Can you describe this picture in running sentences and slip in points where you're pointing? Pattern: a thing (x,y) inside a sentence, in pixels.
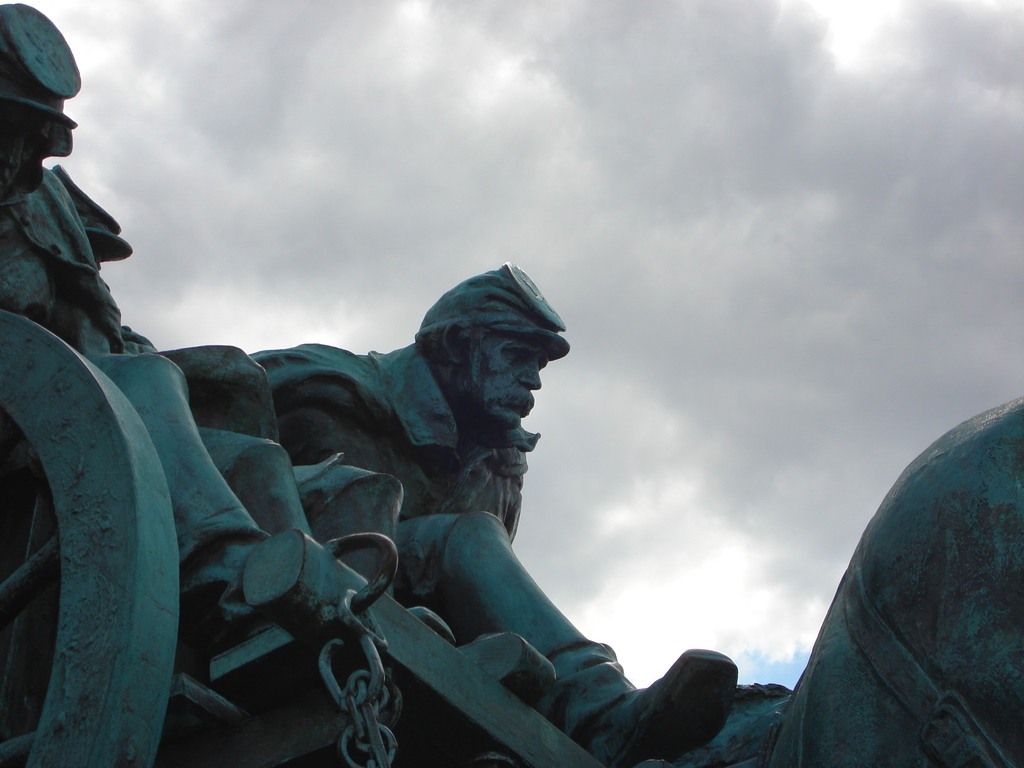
In this picture we can observe a statue (498,475) of a person (441,547). There is another person's statue (170,391) on the left side (65,237), sitting in the chariot (151,454). We can observe a wheel (74,495). In the background (282,155) there is a sky (512,172) with clouds (544,137).
